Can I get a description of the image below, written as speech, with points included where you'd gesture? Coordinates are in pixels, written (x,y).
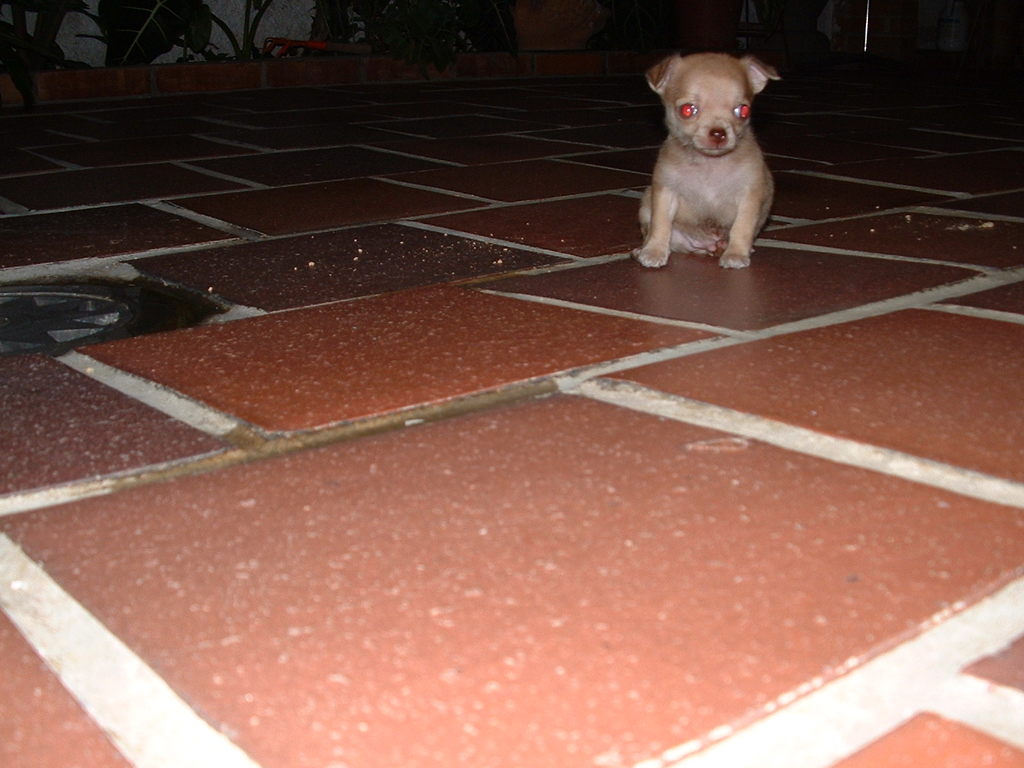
This image is taken indoors. At the bottom of the image (609,586) there is a floor (180,324). In the middle of the image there is a dog (696,162) on the floor (715,275). In the background (74,46) there is a wall (72,32) and there are a few plants (181,47) in the pots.
